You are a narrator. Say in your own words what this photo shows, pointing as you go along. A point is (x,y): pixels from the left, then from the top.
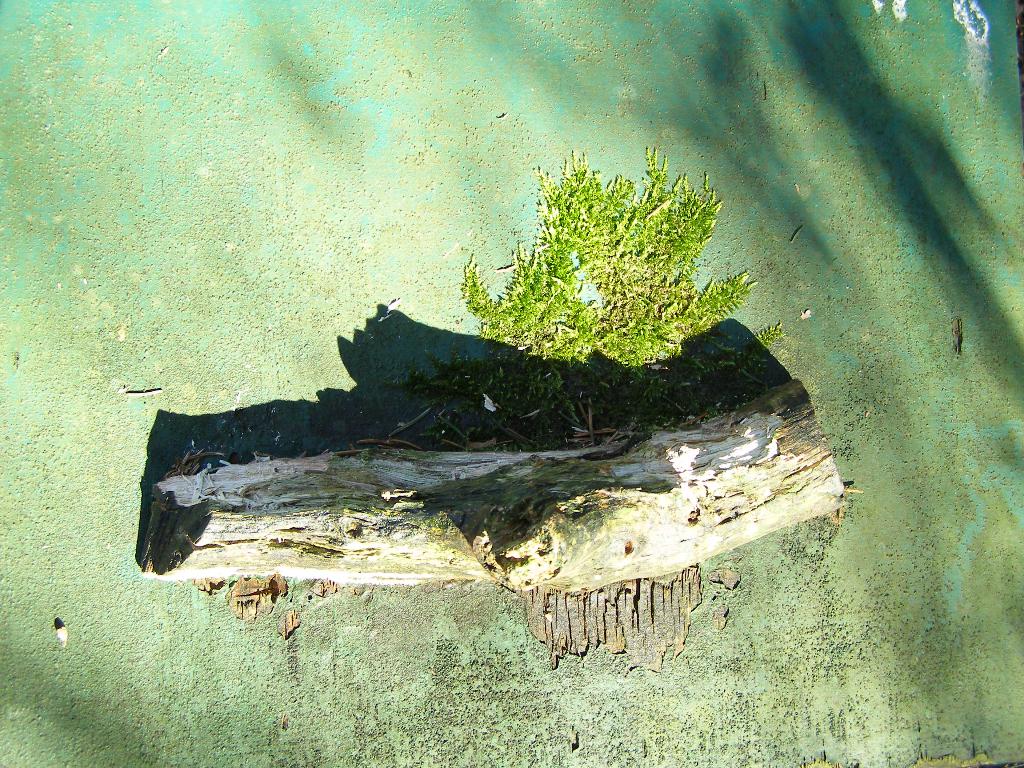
In this image, we can see wooden log (438,531) and green object (618,417) on the green surface (930,411).
